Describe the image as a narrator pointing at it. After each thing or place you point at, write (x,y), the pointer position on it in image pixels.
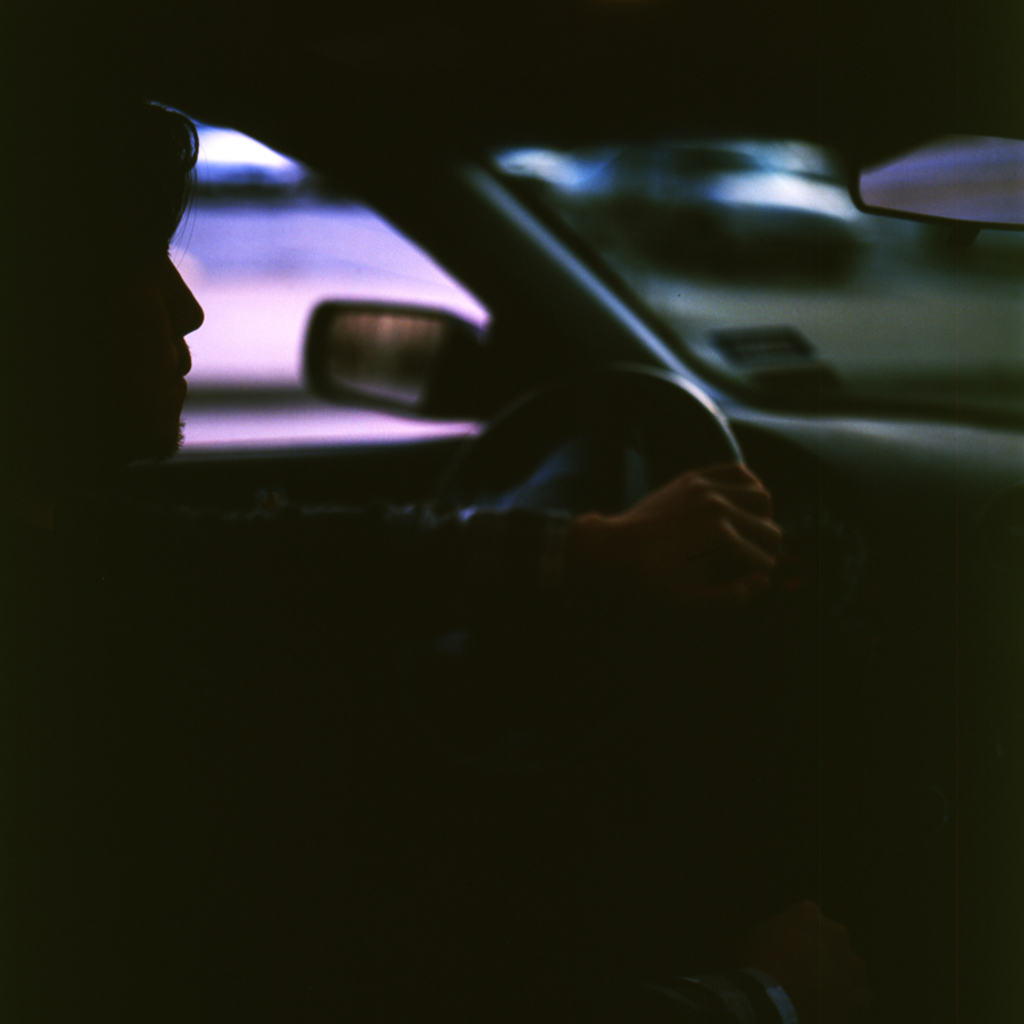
In this image in the center (373,583) there is a man (130,539) driving a car (656,454) holding a steering (678,450) and there is a side mirror (392,358) visible and there is a rear mirror (928,188) and the background (317,238) is blurry.
